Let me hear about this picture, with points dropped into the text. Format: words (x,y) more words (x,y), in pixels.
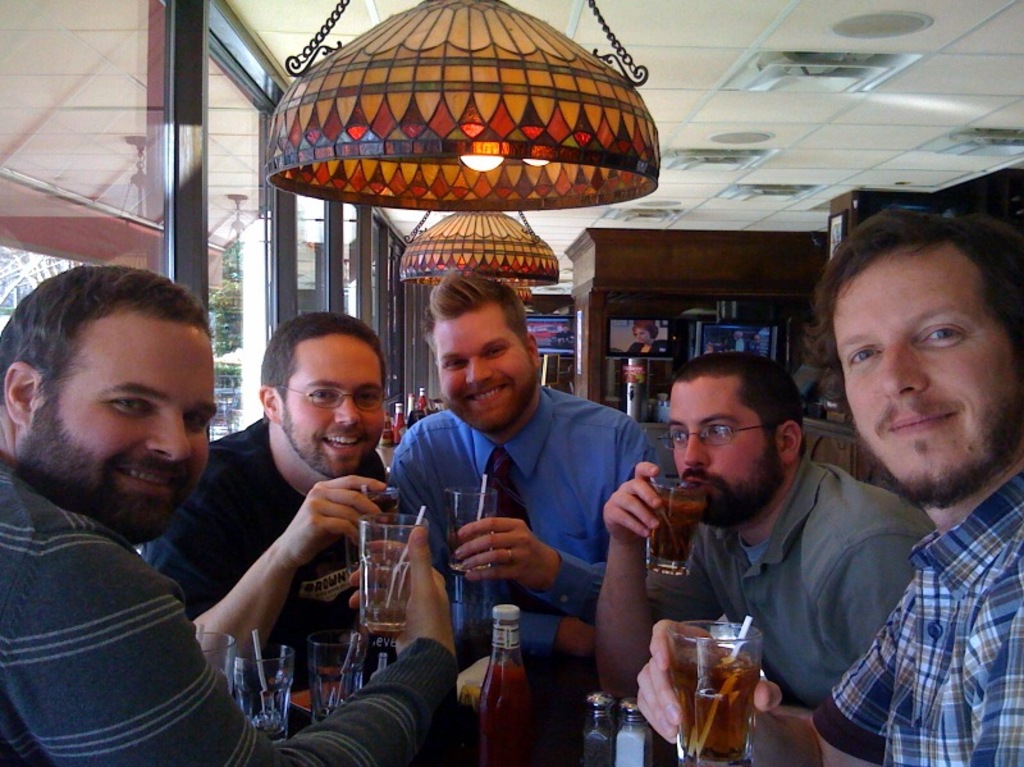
this picture shows group of men (31,343) together with a smile on their faces (746,458) and we see glasses (696,624) in their hand (482,555) and a light (508,170) on the top (436,154).
